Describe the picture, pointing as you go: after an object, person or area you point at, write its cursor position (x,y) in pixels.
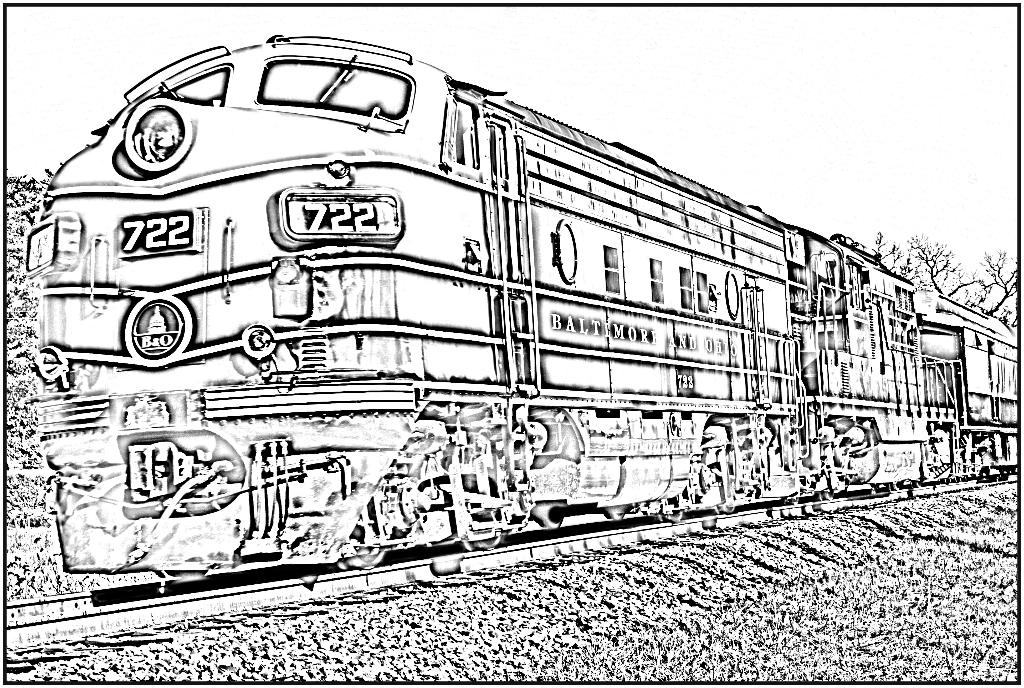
In this image we can see the sketch of sky (780,178), trees (11,199), ground (825,604), train (482,444) and railway track (244,603).
